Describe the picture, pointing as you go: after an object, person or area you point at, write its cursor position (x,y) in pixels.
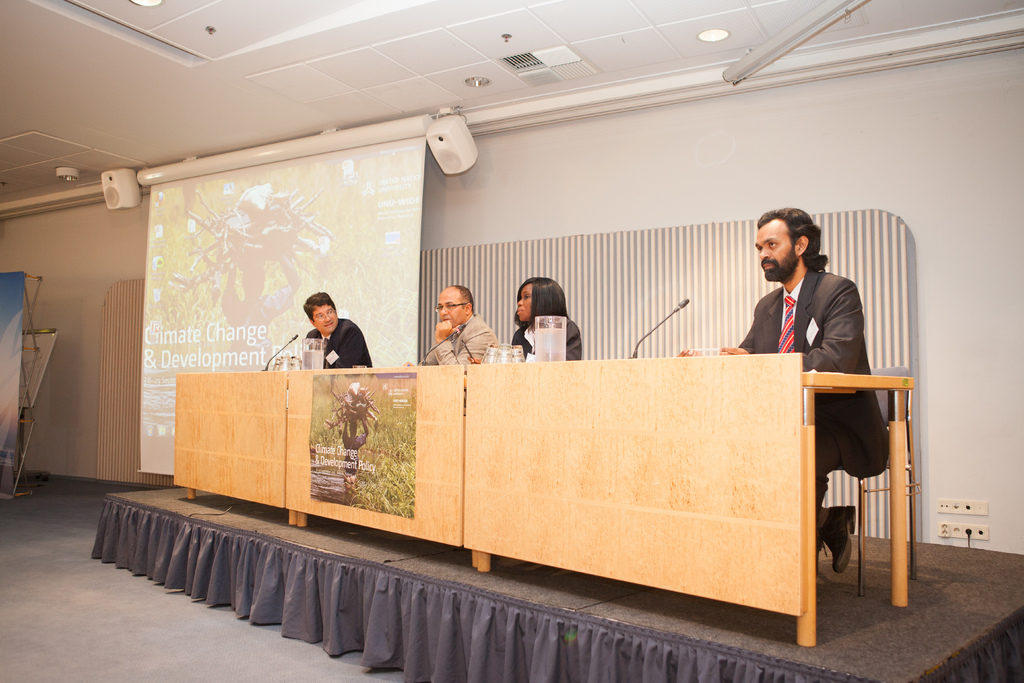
This is a picture consist of inside view of a building (482,275) And on the right side (698,434) there is a table (506,395), on the table (690,428), there is a mike (663,323) there is a jar (553,340), glass (500,353) kept on the table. In front of the table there are four persons (844,335) sitting on the chair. On the right corner (985,535) There is a switch board (983,509) visible and a cable cord (965,533) attached to the switch board (968,527). And left side (169,250) there is a screen (171,265) and there is a text (175,351) visible on that.
